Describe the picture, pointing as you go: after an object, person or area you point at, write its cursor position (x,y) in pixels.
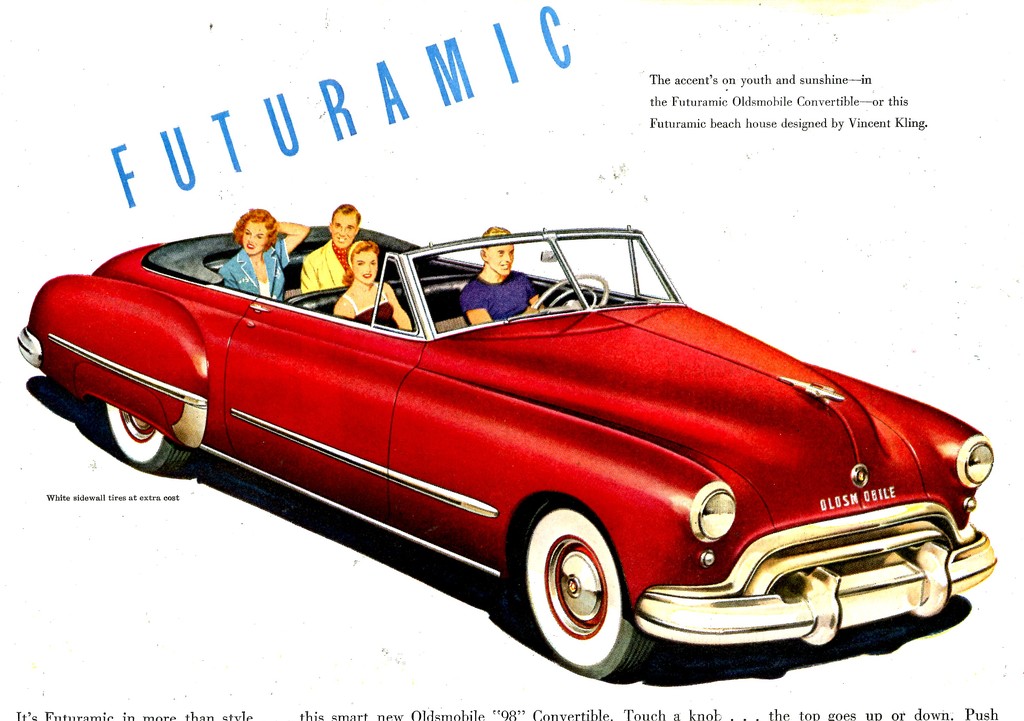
In this image, we can see a poster (398,491). Here we can see few people (470,285) are riding a red car (455,309). Here we can see some text (691,714) in the image.
